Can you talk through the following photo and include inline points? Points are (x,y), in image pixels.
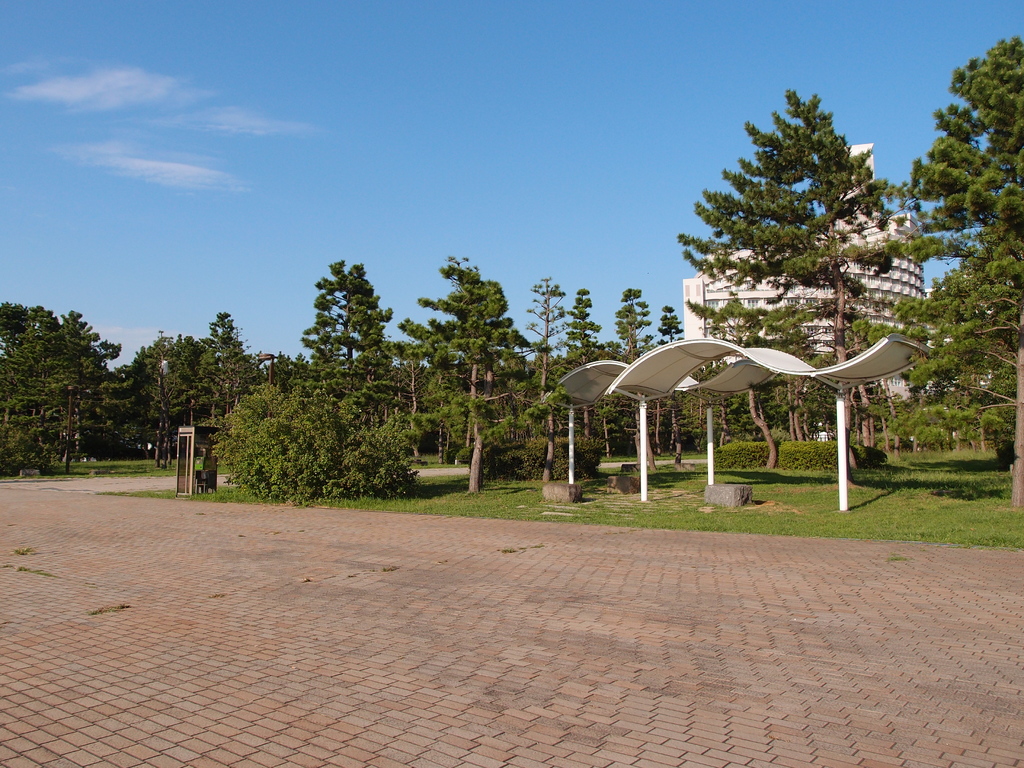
In this image we can see some trees (842,251), plants (759,456), stones (716,484), grass (657,510), sheds (709,465) and a building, in the background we can see the sky (600,255) with clouds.
